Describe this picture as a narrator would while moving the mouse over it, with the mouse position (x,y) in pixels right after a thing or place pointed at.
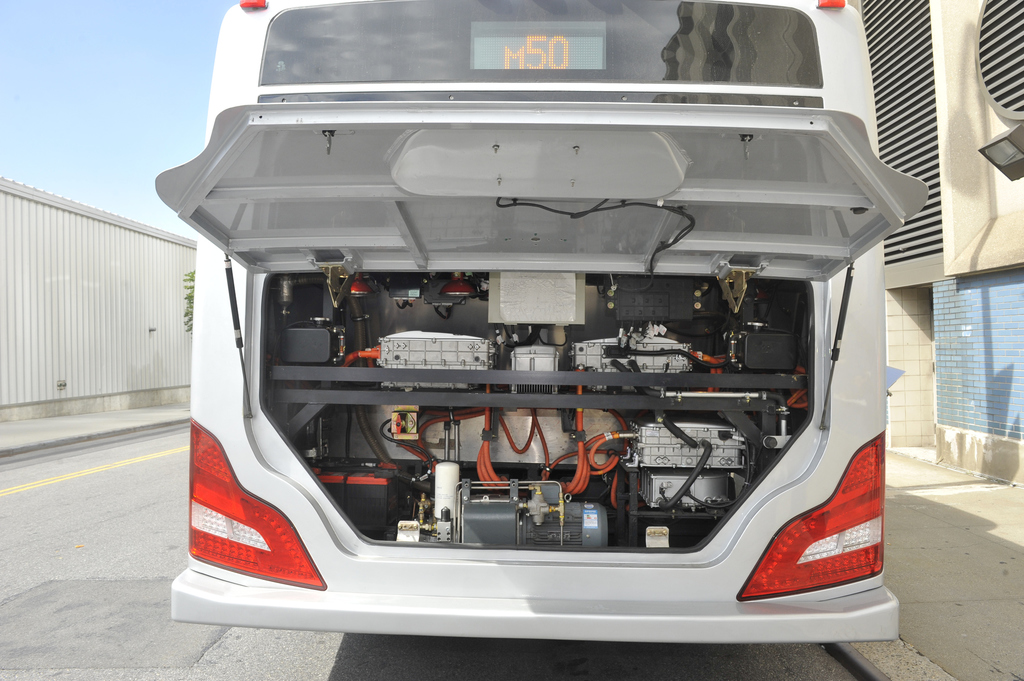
In this image we can see a vehicle (372,442) on the road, in the vehicle (484,459), we can see the cables (487,472), motors (554,520) and some other objects (543,503), on the right side of the image (932,307) we can see the building (887,323) and also we can see the wall (129,307), in the background (109,130), we can see the sky (180,81).
